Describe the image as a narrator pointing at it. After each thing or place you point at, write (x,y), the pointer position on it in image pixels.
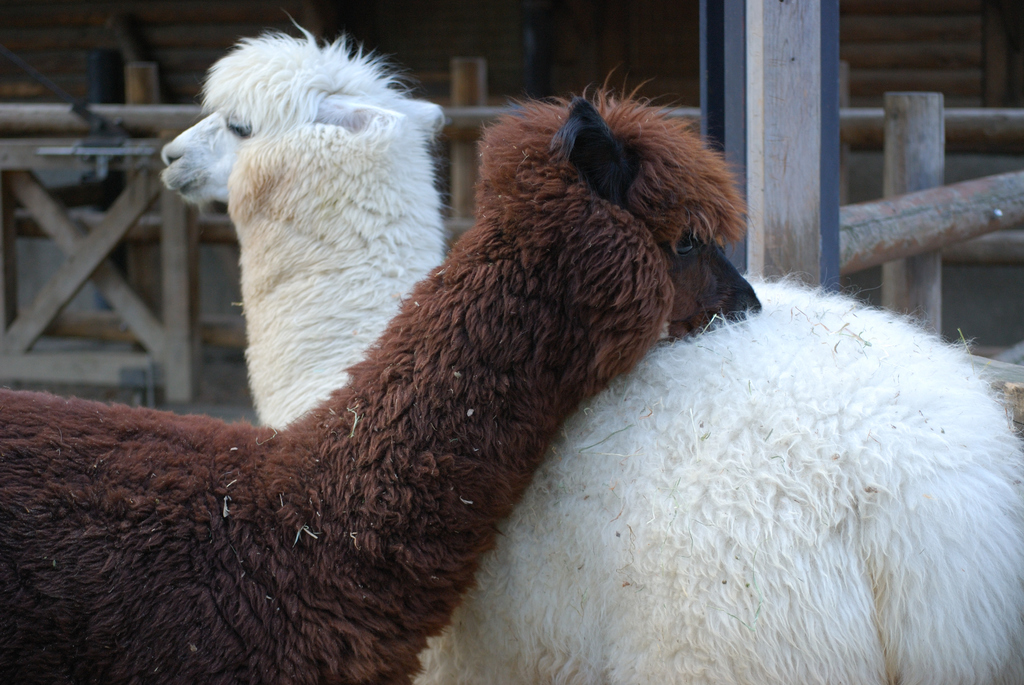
In the image we can see two Llama (287,580), white and brown in color. Here we can see wooden fence (860,244).
